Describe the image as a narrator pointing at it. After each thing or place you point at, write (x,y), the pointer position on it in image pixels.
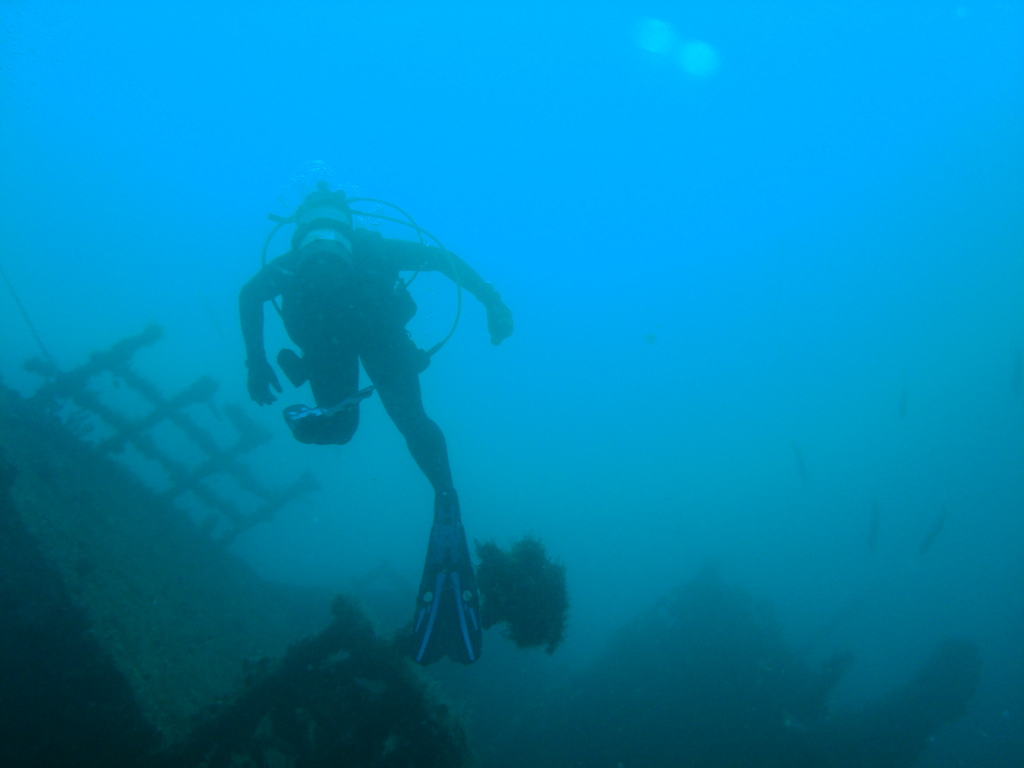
In this image we can see a person (436,562) in the water (404,528), we can also see some poles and a plant (492,592).
